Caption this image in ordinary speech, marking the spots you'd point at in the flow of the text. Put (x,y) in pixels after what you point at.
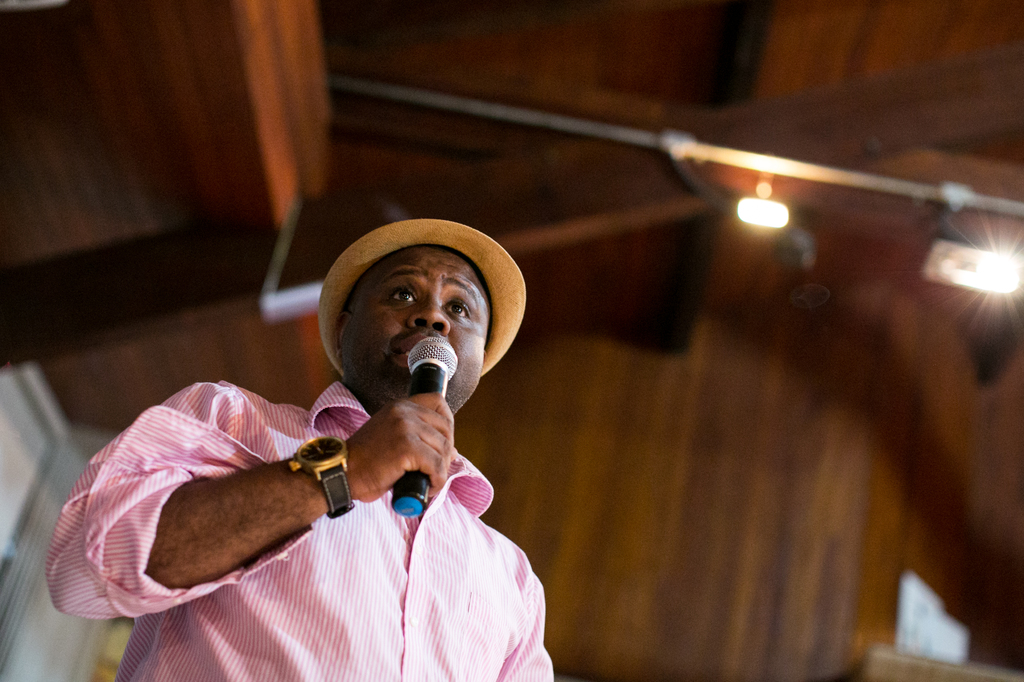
in this image i can see a man (345,568) wearing a pink shirt (397,554) holding a mic (435,358). behind him there is roof (749,236) and lights (955,269).
